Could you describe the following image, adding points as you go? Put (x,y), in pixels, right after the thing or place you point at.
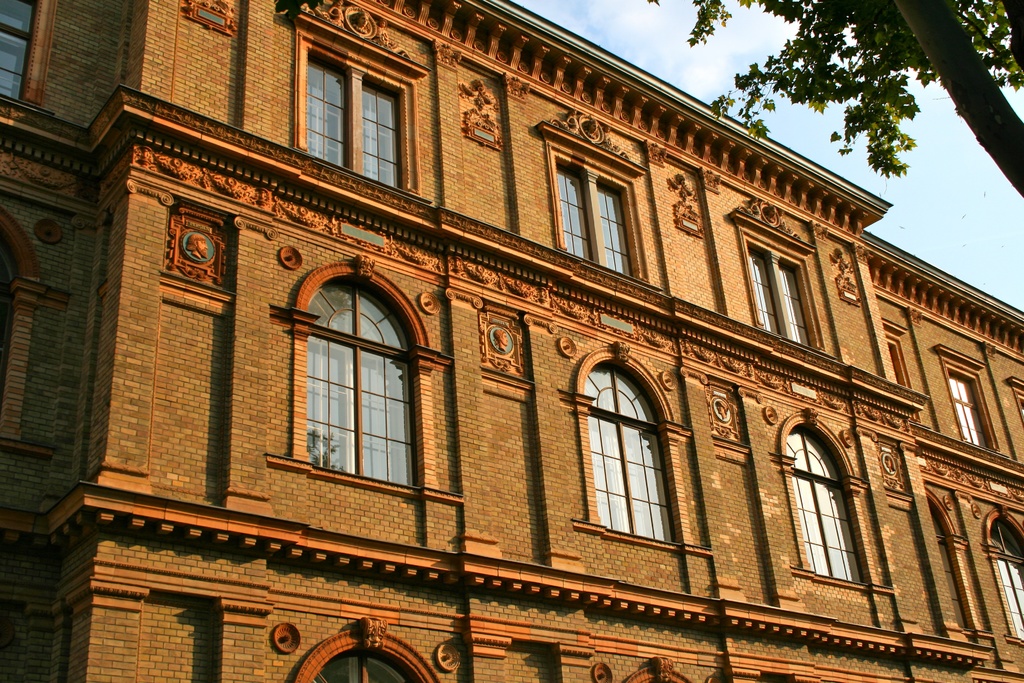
In this image we can see a building (451,418) and it is a having many windows (596,420). There is a tree (872,83) in the image. There is a sky (914,74) in the image. There is a reflection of a tree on the window glass (367,410).
